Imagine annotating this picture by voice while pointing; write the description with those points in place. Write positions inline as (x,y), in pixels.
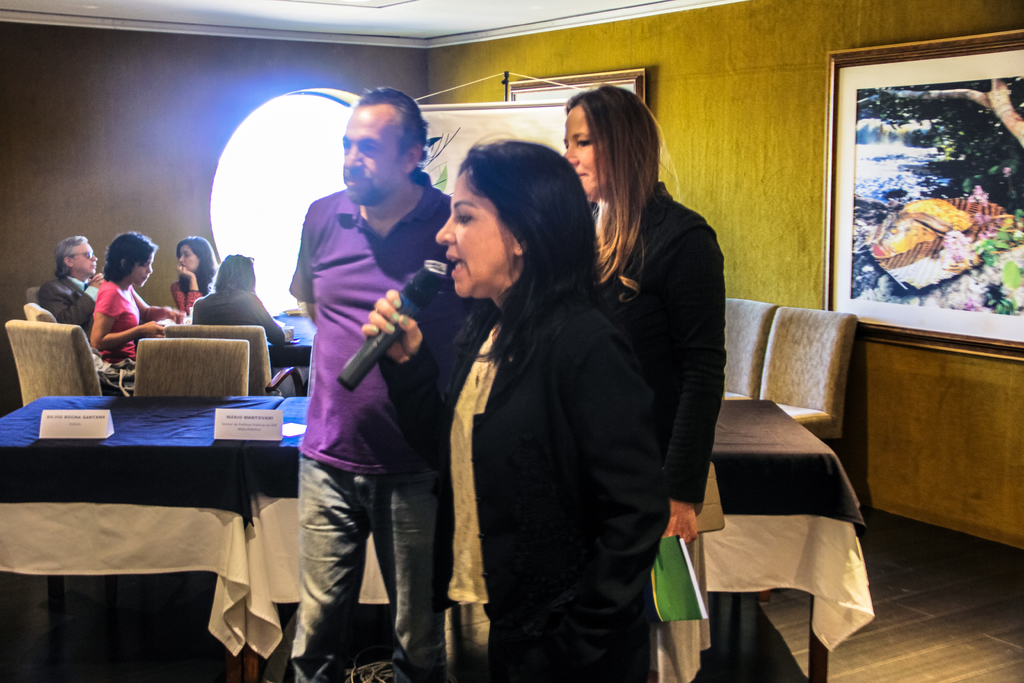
In this picture in the middle (577,371) a woman (548,434) is speaking in the microphone (389,343). She wore black color coat (572,432), beside him a man (392,93) is standing he wore purple color t-shirt (368,381) and blue trouser (323,482) behind him there are tables (79,445), chairs (177,366). On the right side (852,55) there are photographs (881,110) to the wall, on the left side (236,312) few people (141,284) are sitting on the chairs (235,332).
